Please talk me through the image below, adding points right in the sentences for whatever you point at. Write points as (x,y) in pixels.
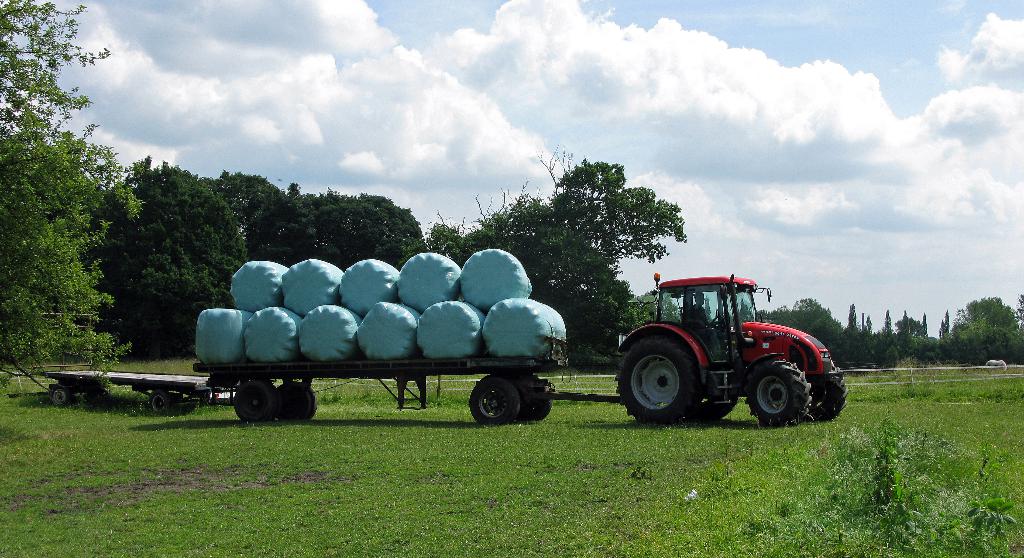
In this image we can see a person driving a vehicle (707,376). There are many objects (451,326) on the carrier (427,364). There is a carrier (128,380) at the left side of the image (139,386). There are many trees (210,248) and plants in the image. There is a cloudy sky (904,217) in the image.
